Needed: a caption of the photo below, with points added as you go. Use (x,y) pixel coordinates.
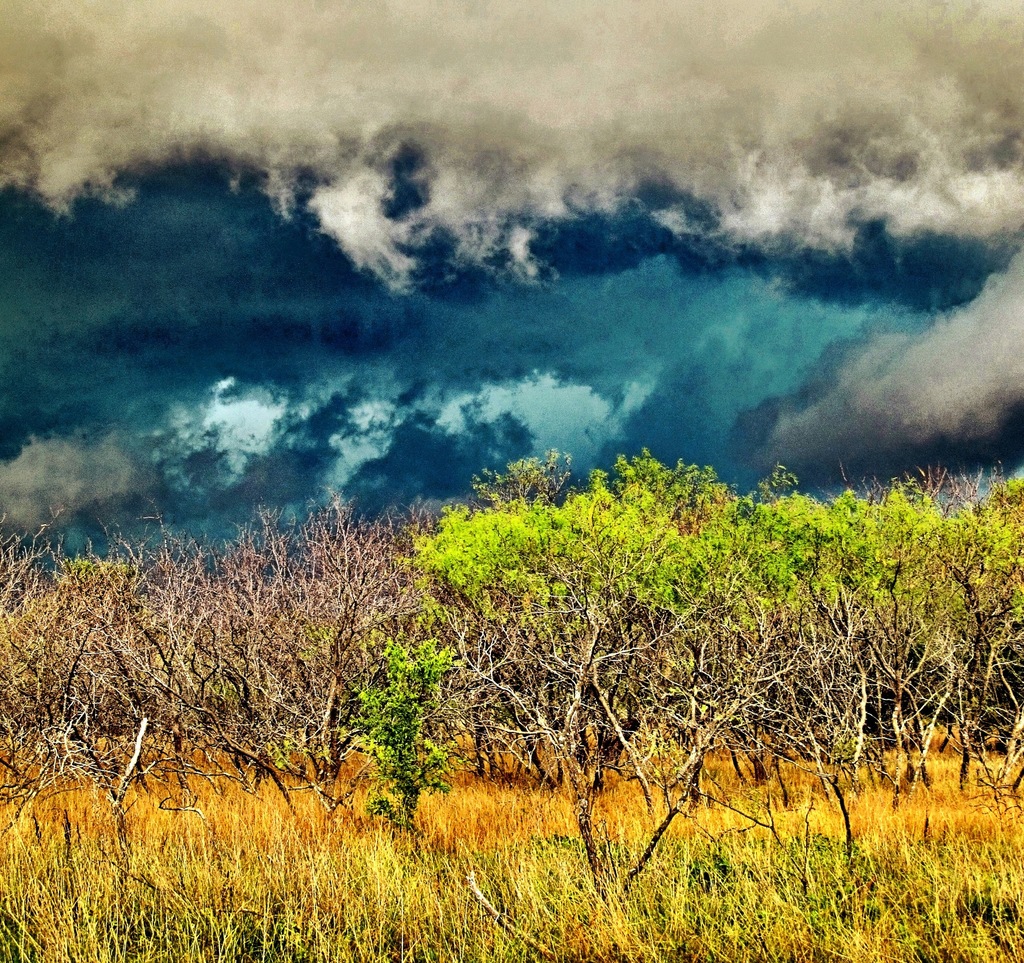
In this image there is grass (215,758) and trees (427,652). At the top of the image (472,263) there are clouds (482,341) in the sky (468,400).
